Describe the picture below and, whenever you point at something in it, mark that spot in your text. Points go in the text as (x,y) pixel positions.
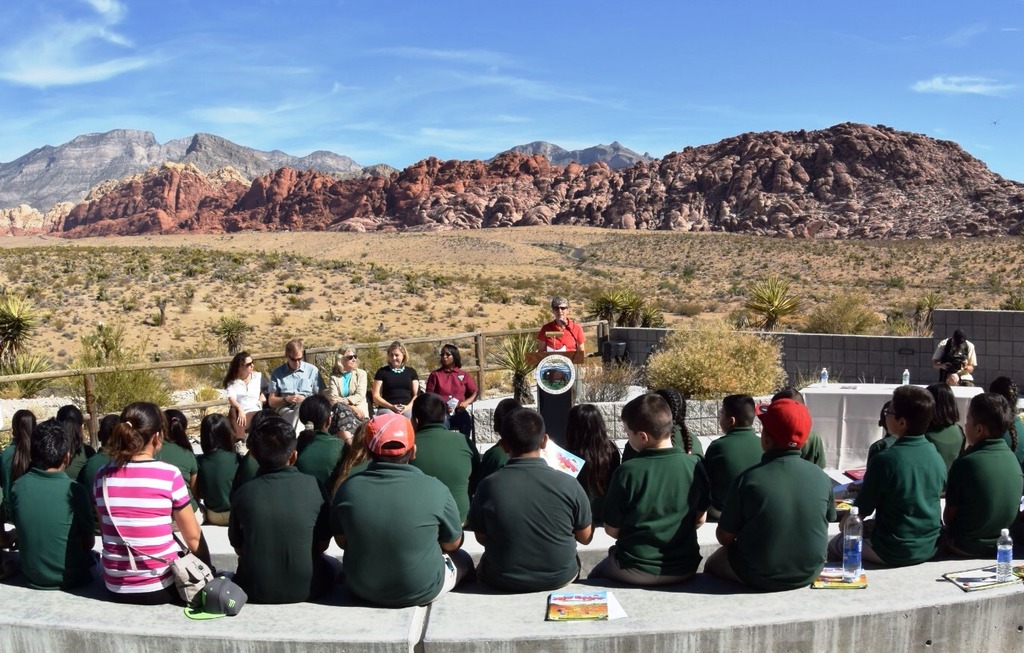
In this image at the bottom (150,526) there is a girl (146,507), she wears a t shirt (150,511), trouser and handbag (203,566), she is sitting and there is a boy (288,508), he is sitting and there are children (542,495) they are sitting and there are books (563,592), bottles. In the middle (577,329) there is a woman (564,334), she wears a t shirt (579,343), in front of her there is a podium (565,351) and mic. On the left (289,378) there are five people (363,380), they are sitting. On the right (972,363) there is a man (961,345), he wears a shirt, trouser (964,373), he is holding a camera (948,354). At the top (143,203) there are plants (80,290), trees (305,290), and, hills (490,209), sky (520,51) and clouds (123,66).
